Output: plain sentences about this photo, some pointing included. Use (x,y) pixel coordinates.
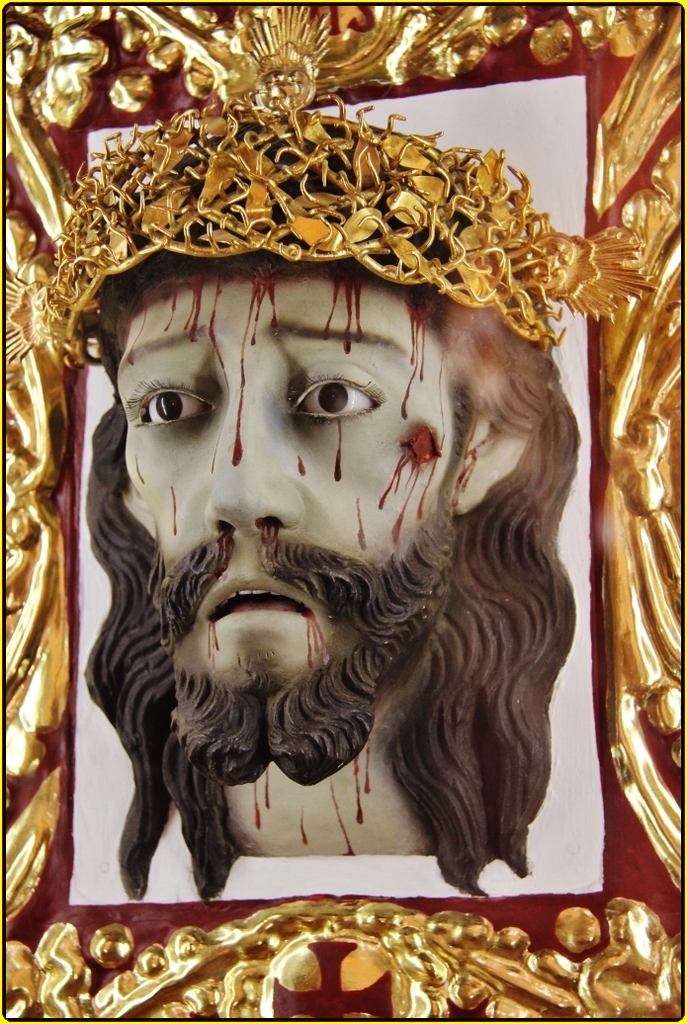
In this image we can see statue (396,668) of a person's head (460,357) in a frame (26,208) and crown (43,317).
